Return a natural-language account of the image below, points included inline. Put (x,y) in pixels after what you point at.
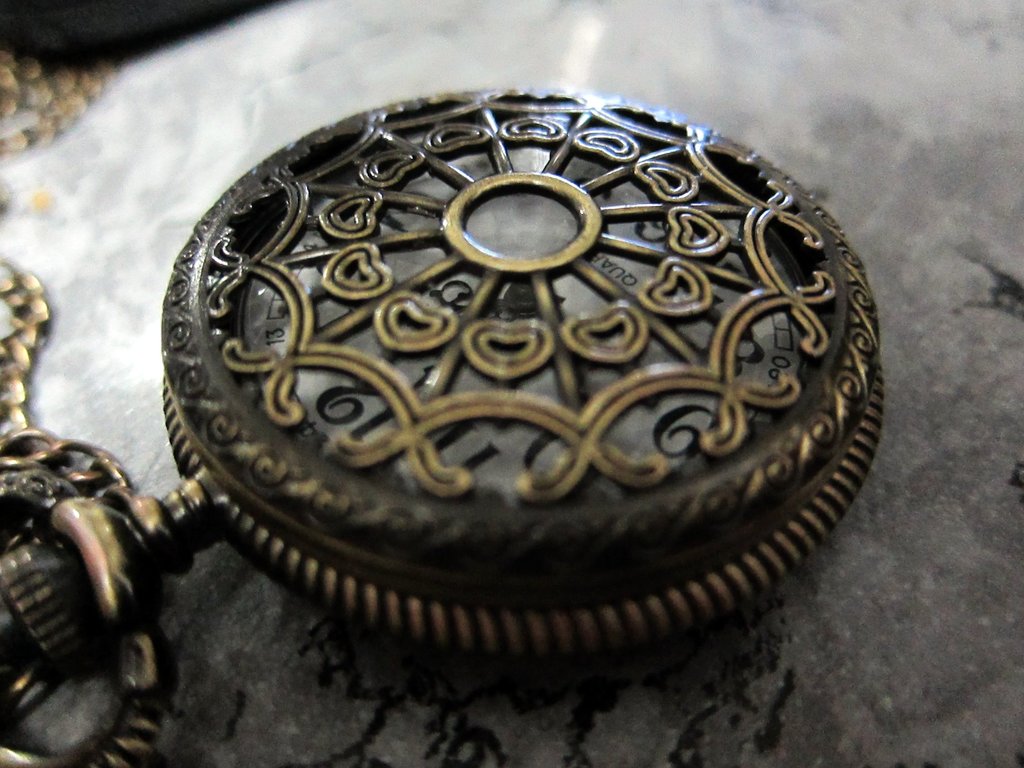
In this picture we can see a metal object (426,182) on a grey surface (157,292).
